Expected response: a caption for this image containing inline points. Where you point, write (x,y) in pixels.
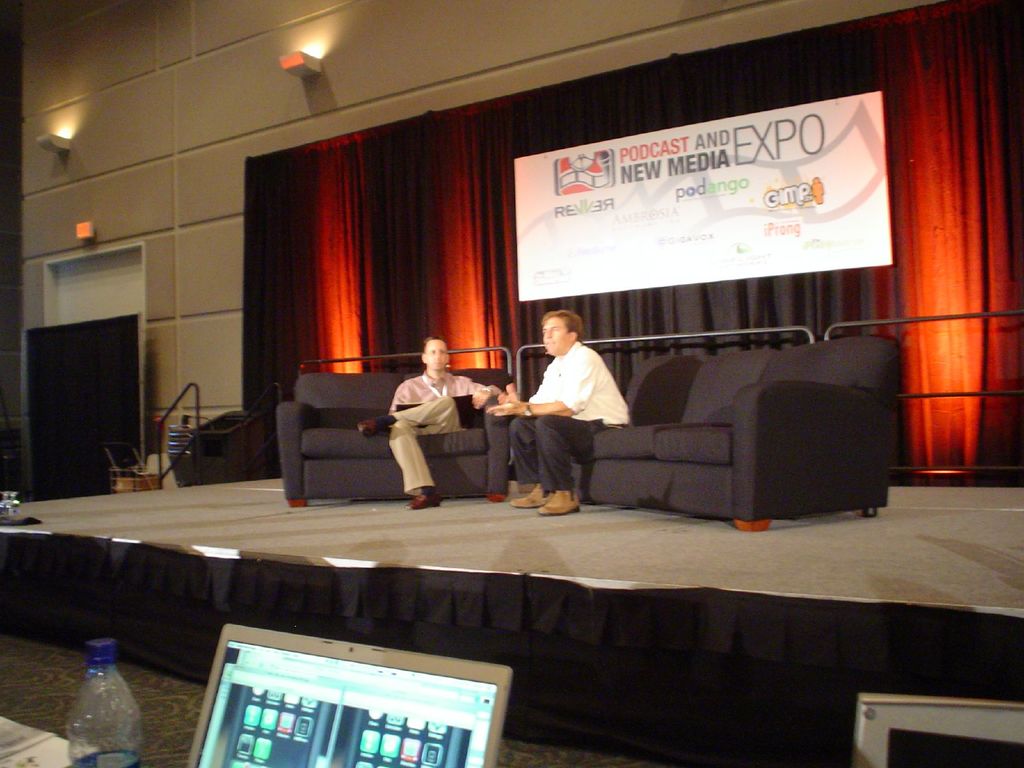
In this image we can see two persons (437,417) sitting on the couches (643,427), there is a board (698,257) with text (757,257) on it, there is the curtain (329,184), lights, bottles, a screen (310,676), also we can see handrails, and the wall (180,159).
